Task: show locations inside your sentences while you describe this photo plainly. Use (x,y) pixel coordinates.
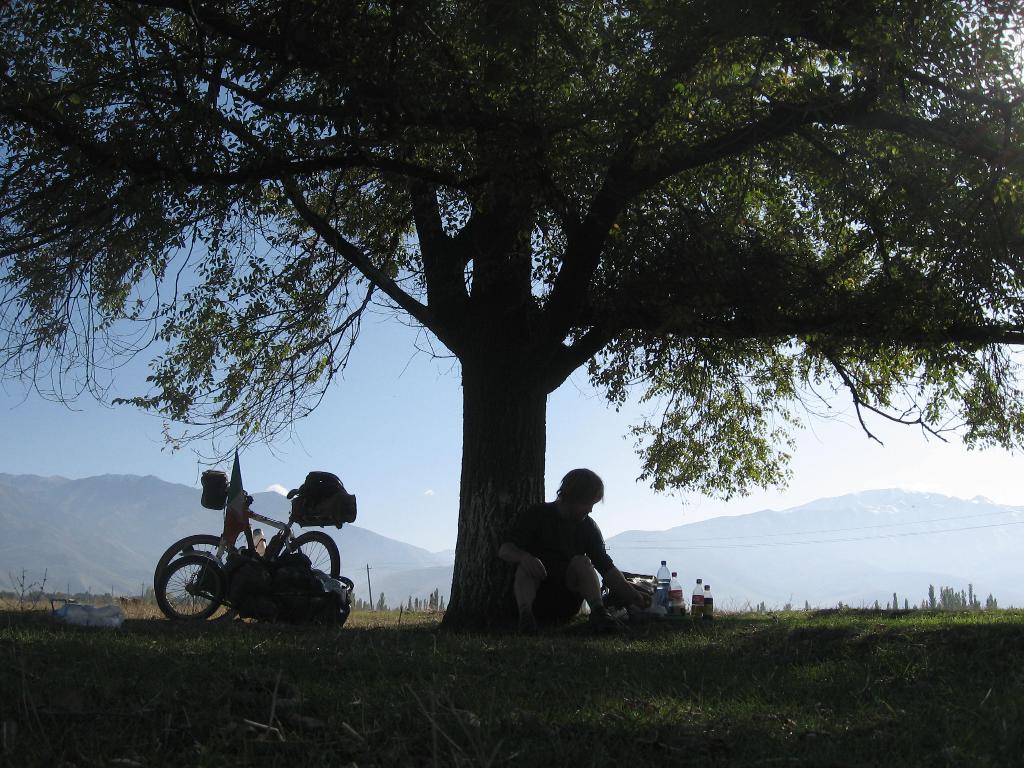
The man (530,547) in the middle of the picture (582,506) is sitting under a tree (516,344). In front of him, we see four bottles (673,581). At the bottom of the picture (714,697), we see the grass (693,630). Beside him, we see a bike (205,577) which is parked. There are trees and hills (75,576) in the background (966,541).
